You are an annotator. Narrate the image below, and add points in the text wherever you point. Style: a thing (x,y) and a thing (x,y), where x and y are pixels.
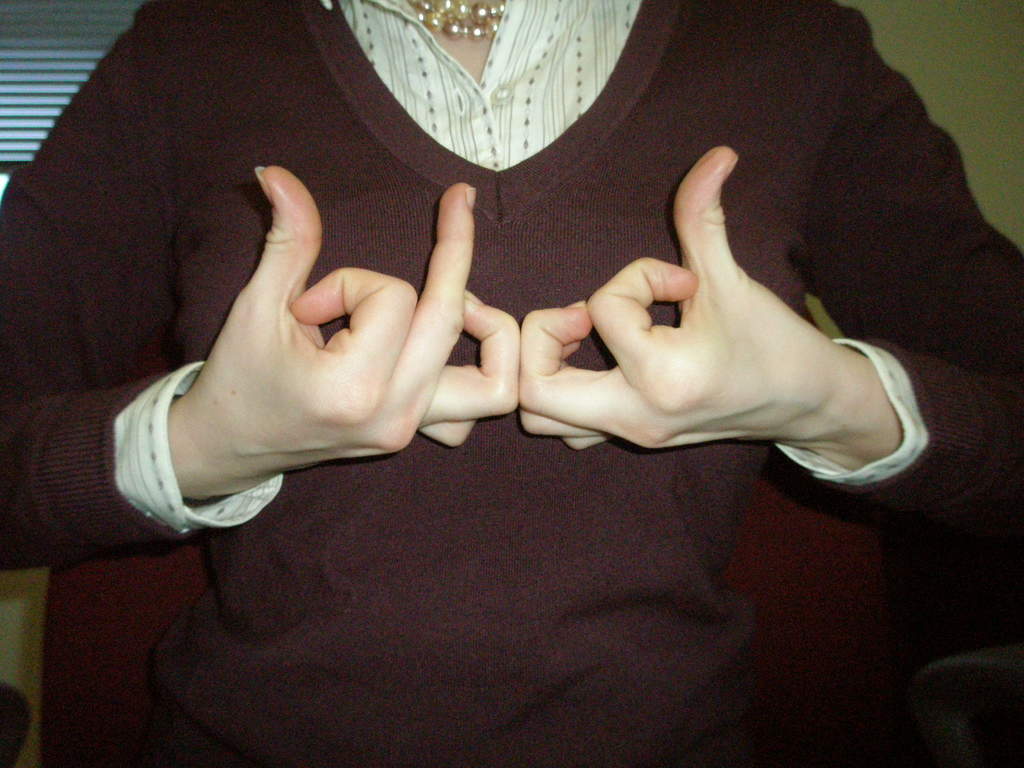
In this image, I can see a person (574,538) standing. I think this person (169,378) is showing a sign language with the help of the fingers (498,340).
